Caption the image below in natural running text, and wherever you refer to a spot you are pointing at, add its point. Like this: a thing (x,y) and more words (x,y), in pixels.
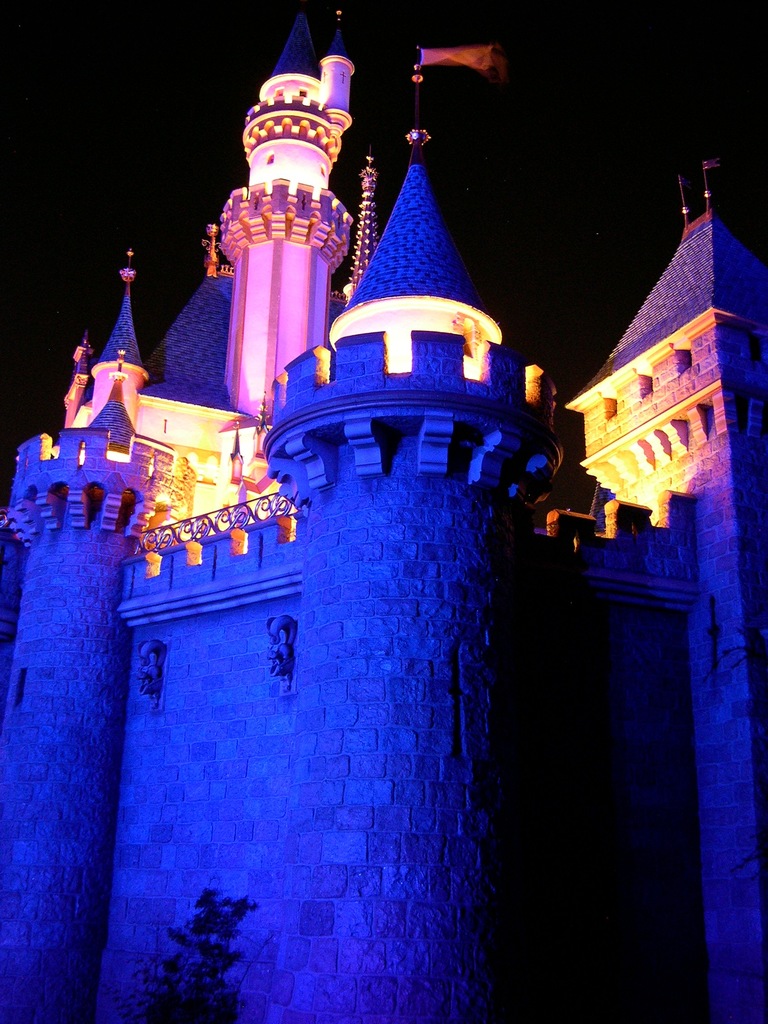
In the center of the image (320,542) we can see flag (448,58) on the castle (395,353). In the background (88,161) there is sky (88,161).
